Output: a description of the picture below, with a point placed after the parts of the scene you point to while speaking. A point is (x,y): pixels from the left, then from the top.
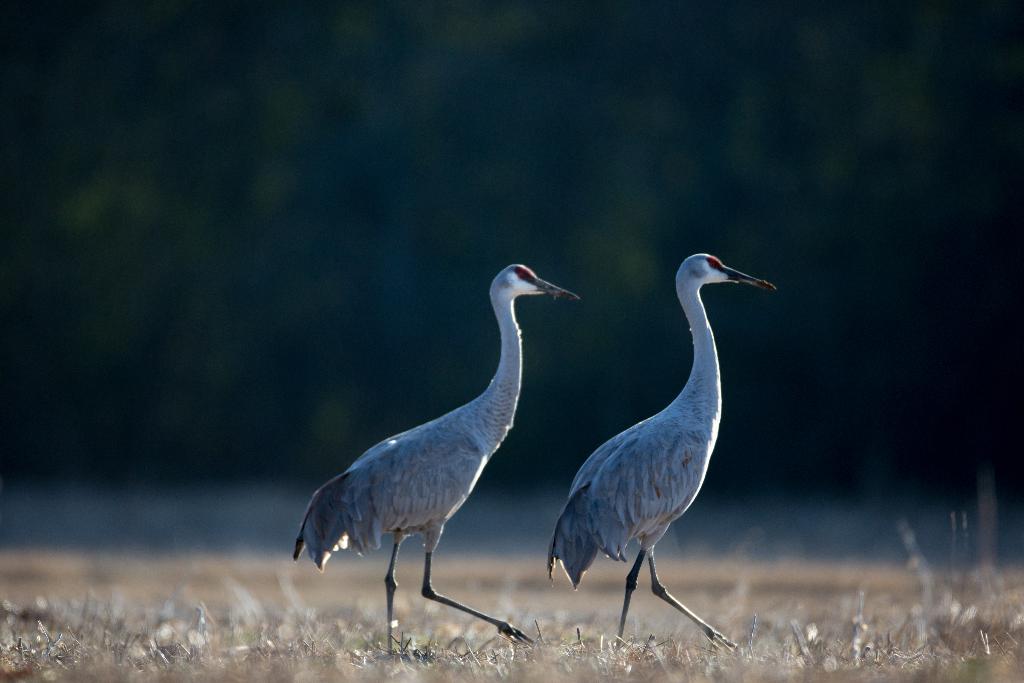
In this image I see 2 cranes (516,345) over here which are of white and grey in color and I see the grass (402,611) and I see that it is blurred in the background (810,177).
